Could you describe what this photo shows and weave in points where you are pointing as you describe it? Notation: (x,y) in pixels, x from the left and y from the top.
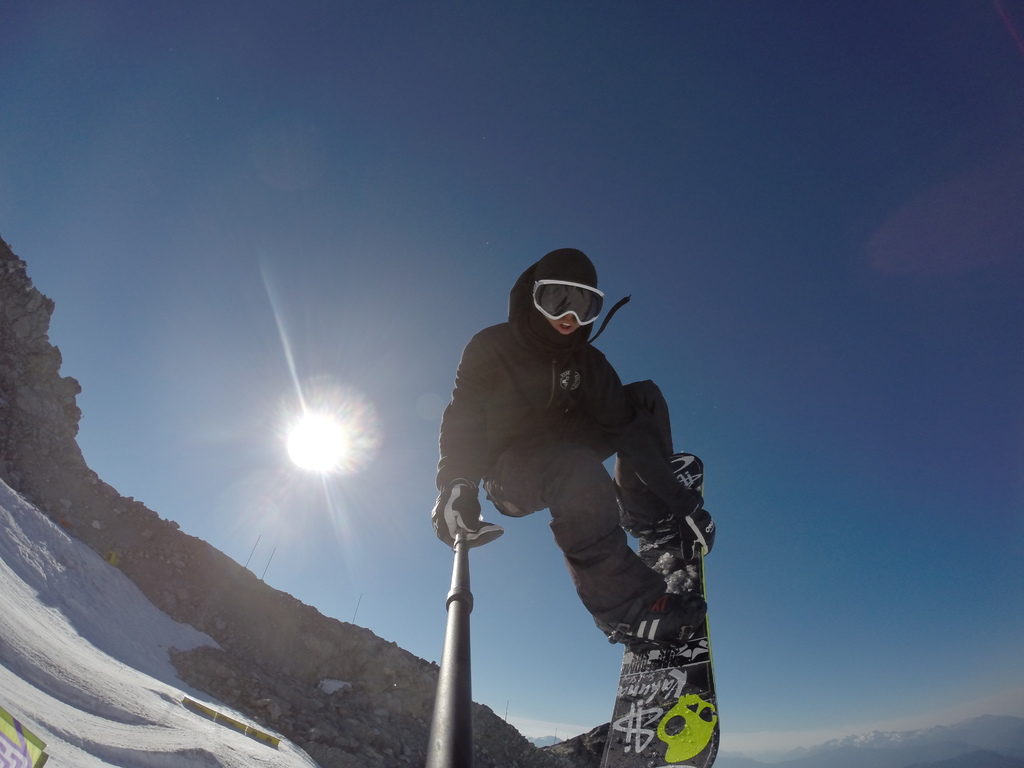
In this image I can see a person (514,482) on snowboard (647,555). The person (621,547) is holding an object (449,604) in the hand (454,488). In the background (280,376) I can see the sun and the sky (349,490).
